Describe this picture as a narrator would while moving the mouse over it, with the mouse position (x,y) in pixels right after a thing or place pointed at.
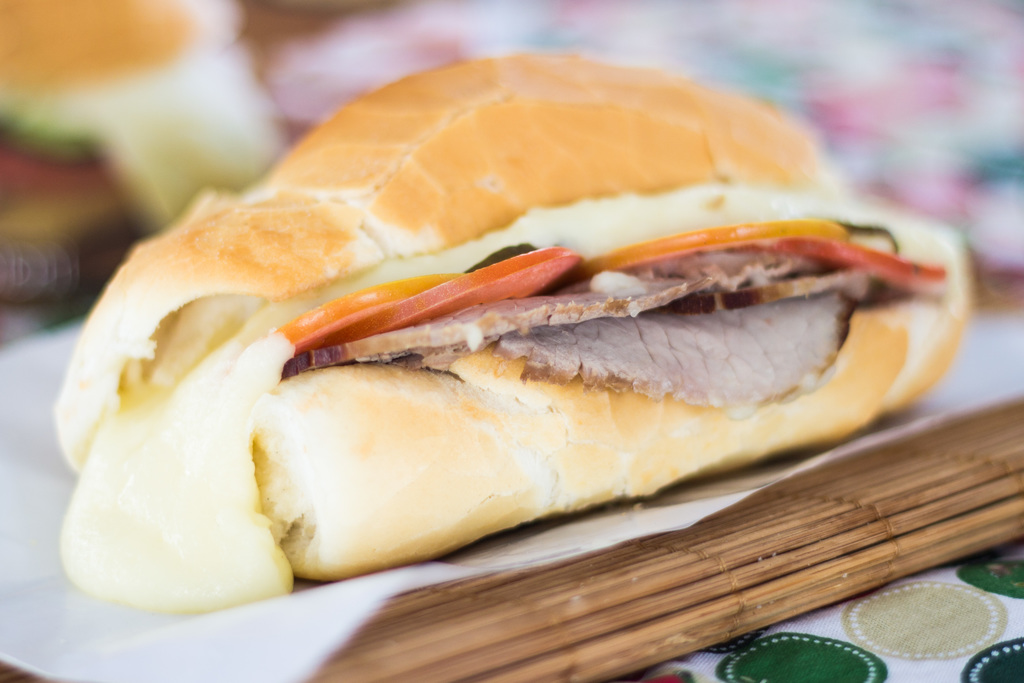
In this image we can see a food item (522,445) which is on the tissue paper (35,536).
